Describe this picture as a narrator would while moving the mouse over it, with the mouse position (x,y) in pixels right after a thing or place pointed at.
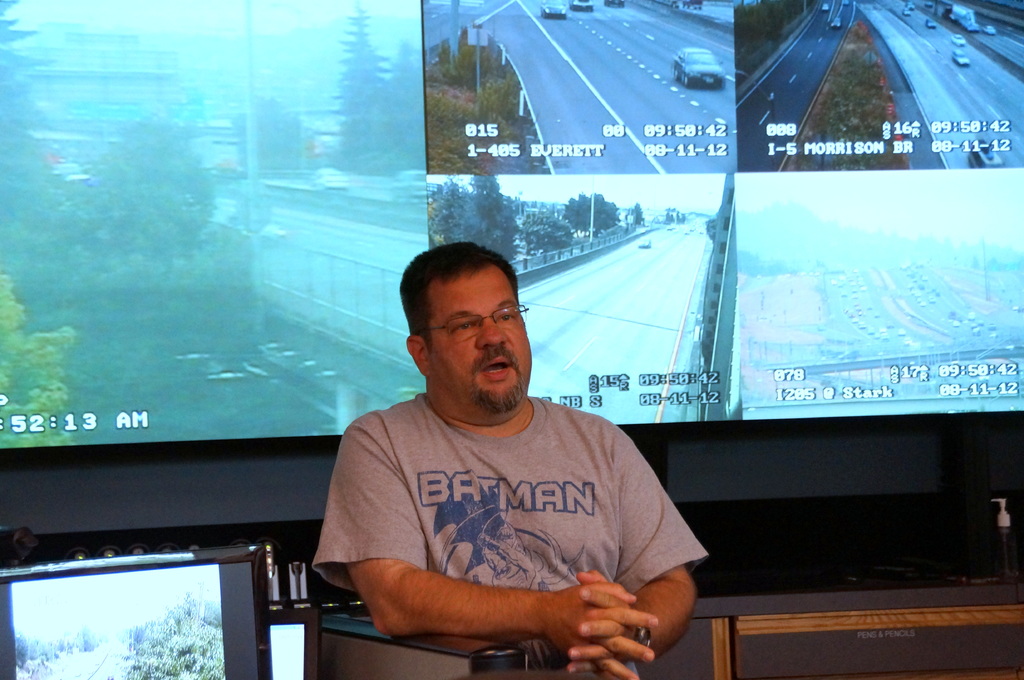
In this image we can see a person (390,471) sitting. In the background of the image (55,132) there is a screen (177,324). To the left side (234,577) bottom of the image (177,556) there is a monitor (119,569).
